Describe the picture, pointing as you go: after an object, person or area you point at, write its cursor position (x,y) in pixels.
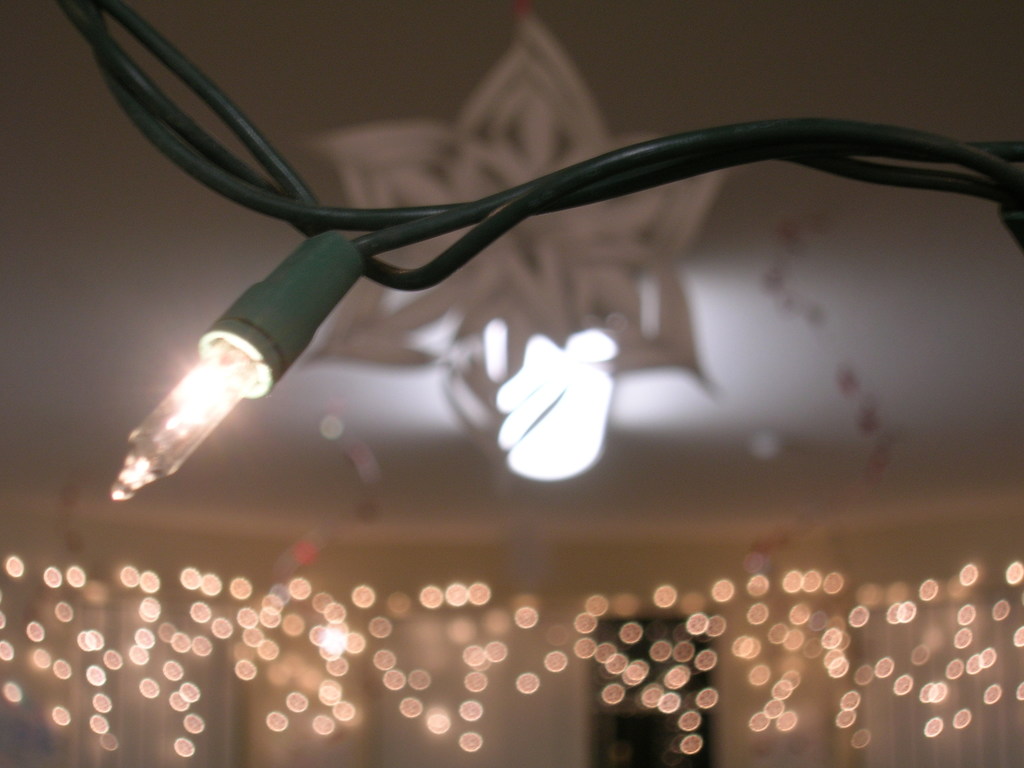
In this image we can see a light (197,417) attached with some wires (553,188) and there are some lights (89,632) with blurry background (902,608).
